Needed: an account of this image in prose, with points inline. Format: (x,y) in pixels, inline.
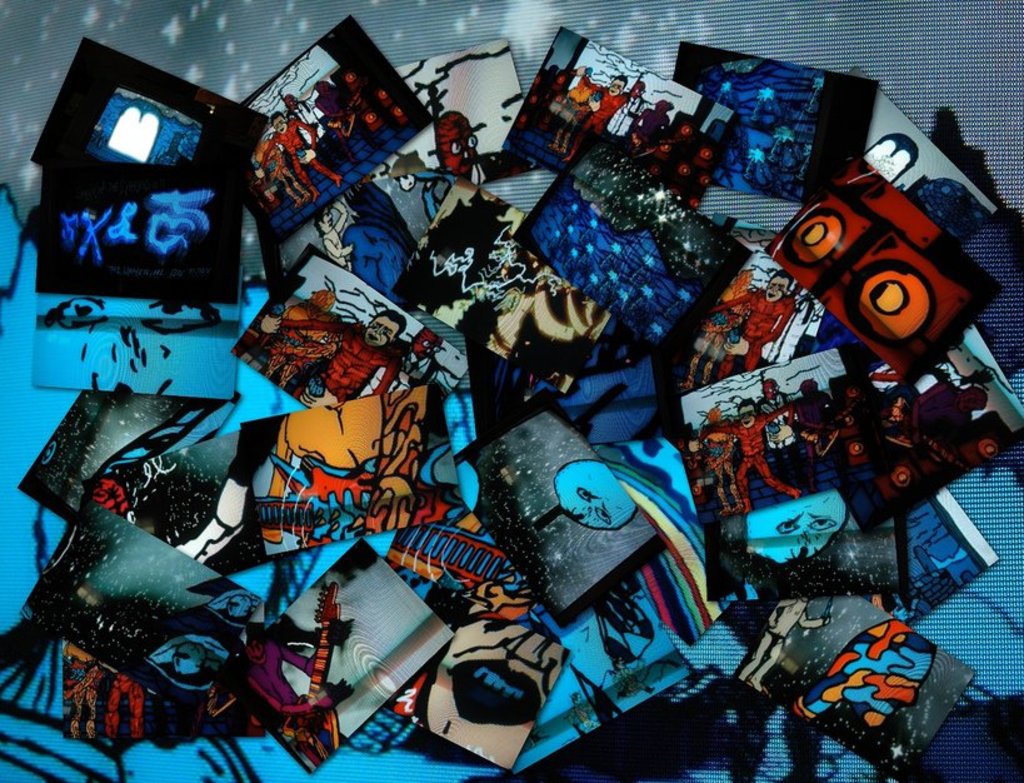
This picture shows many photographs (159,429).
